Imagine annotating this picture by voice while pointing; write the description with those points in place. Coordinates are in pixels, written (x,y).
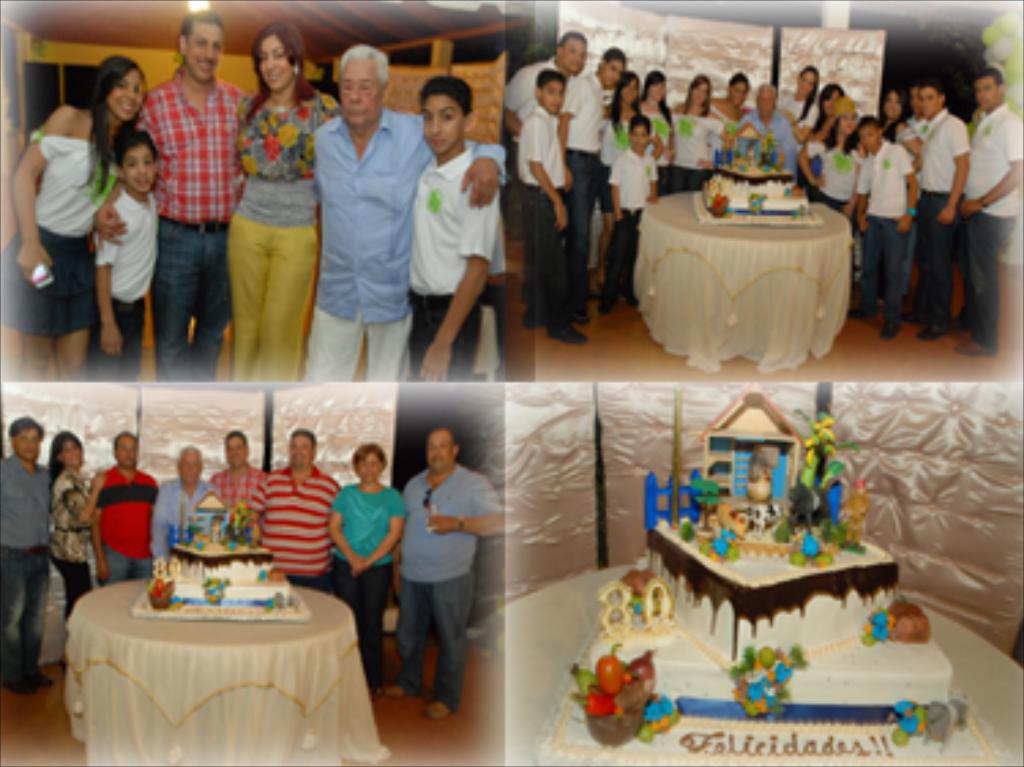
In this image there are group of people (340,137) who are standing on the top (308,118) and bottom and on the right side (737,250) there is one table (735,268) and on that table (709,275) there is one cake (732,192) and on the bottom of the right corner (772,657) there is one cake (741,614) and on the left side (126,618) there is another table (138,632) and on that table (249,681) there is another cake (228,580) and on the top of the left corner (68,171) there are a group of people (302,166) who are standing and smiling.
